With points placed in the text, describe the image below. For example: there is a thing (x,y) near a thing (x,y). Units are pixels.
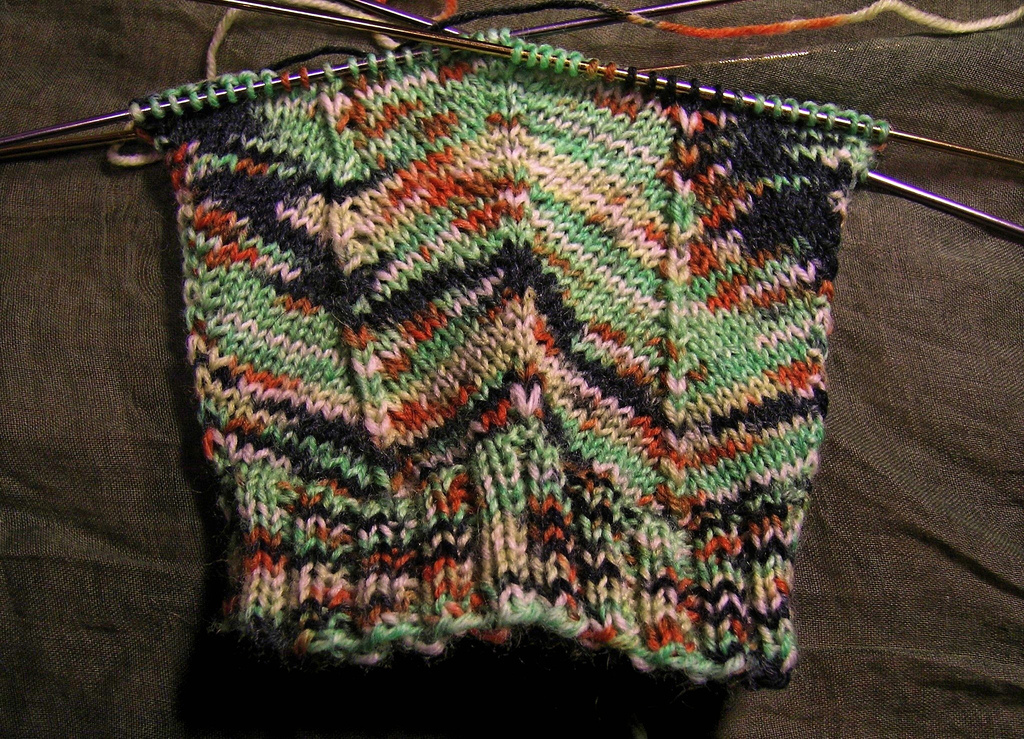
In the foreground of this image (500,506), there is a woolen cloth (378,360) on the brown cloth (104,405). At the top (321,75), there are few knitting needles (470,44).
